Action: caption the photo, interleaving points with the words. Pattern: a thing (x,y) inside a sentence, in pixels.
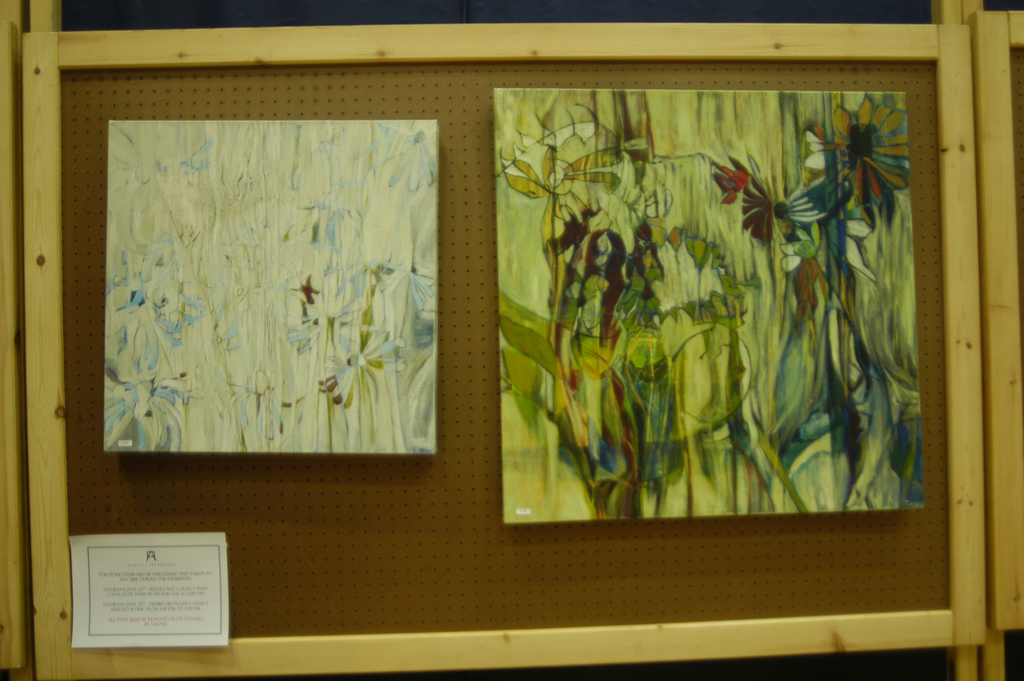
In this picture we can see the brown color notice (460,555) with two painting frame (543,351) hanging on it.
